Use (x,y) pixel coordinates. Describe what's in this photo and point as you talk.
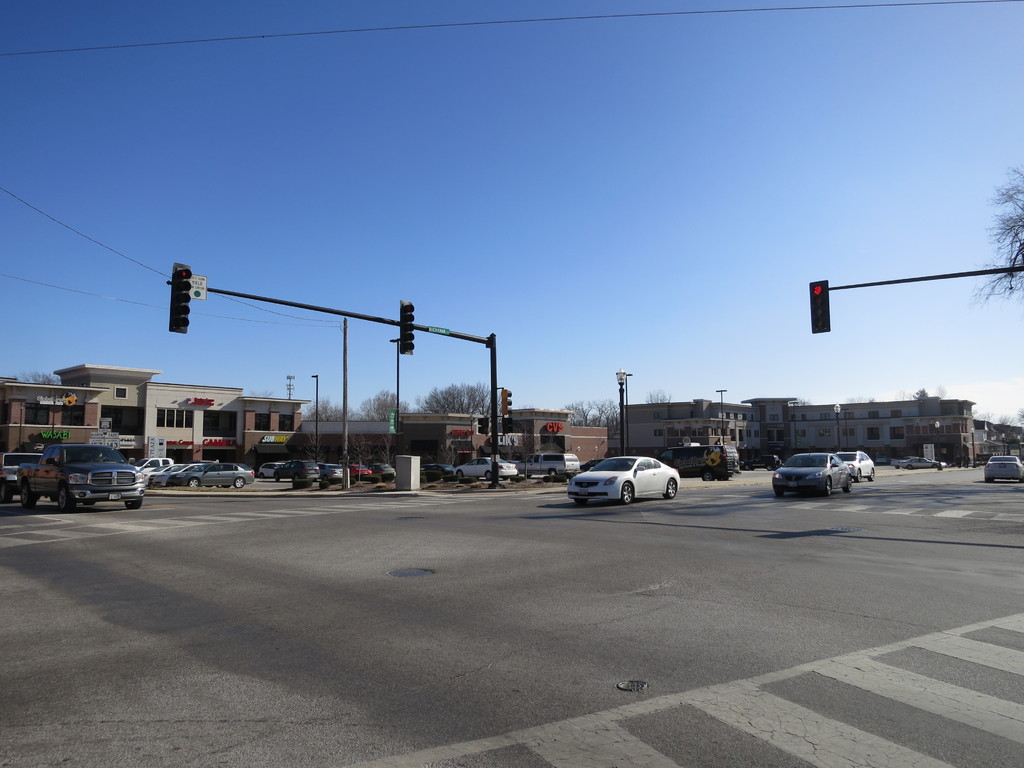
Here in this picture we can see number of cars (668,461) present on the road (166,501) and we can also see traffic signal lights (186,307) present on poles (495,346) and we can see buildings (259,427) and stores (189,442) present and we can see plants (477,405) and trees (459,397) present and we can see light posts (317,381) present and we can see the sky (442,387) is clear.
